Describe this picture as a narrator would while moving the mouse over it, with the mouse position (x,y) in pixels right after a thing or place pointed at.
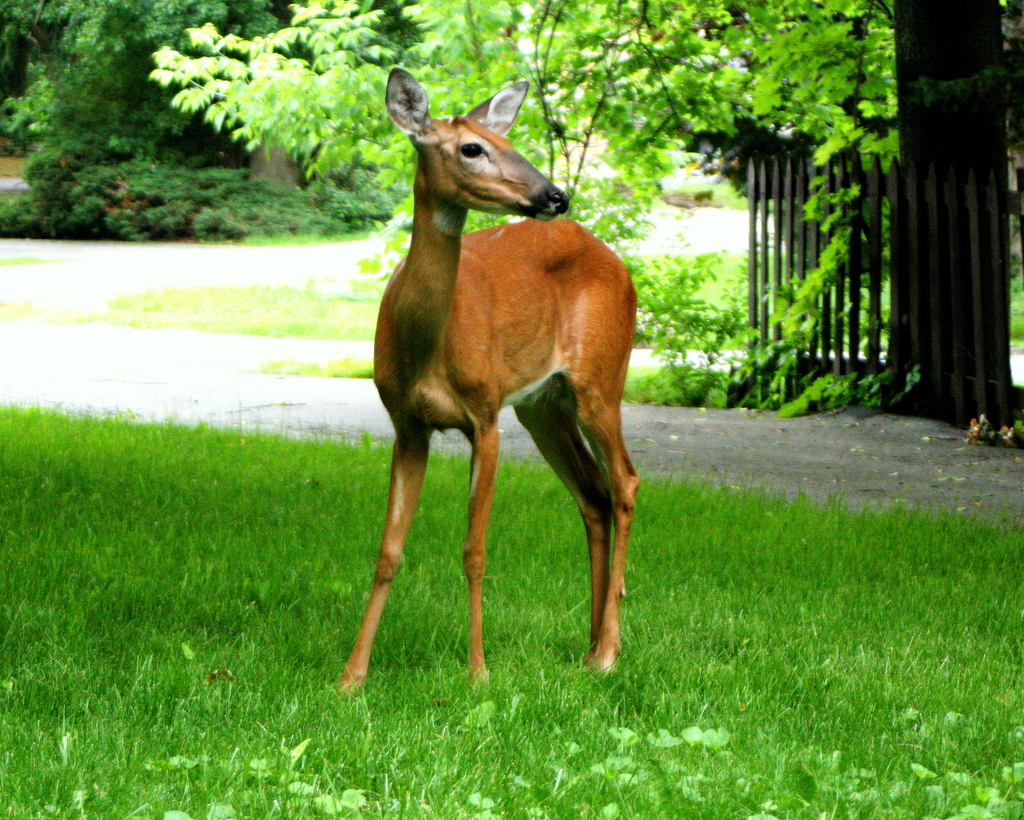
In this picture there is deer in the center of the image (600,539) and there is a boundary (750,271) on the right side of the image (970,323), there is greenery (678,142) around the area of the image.
